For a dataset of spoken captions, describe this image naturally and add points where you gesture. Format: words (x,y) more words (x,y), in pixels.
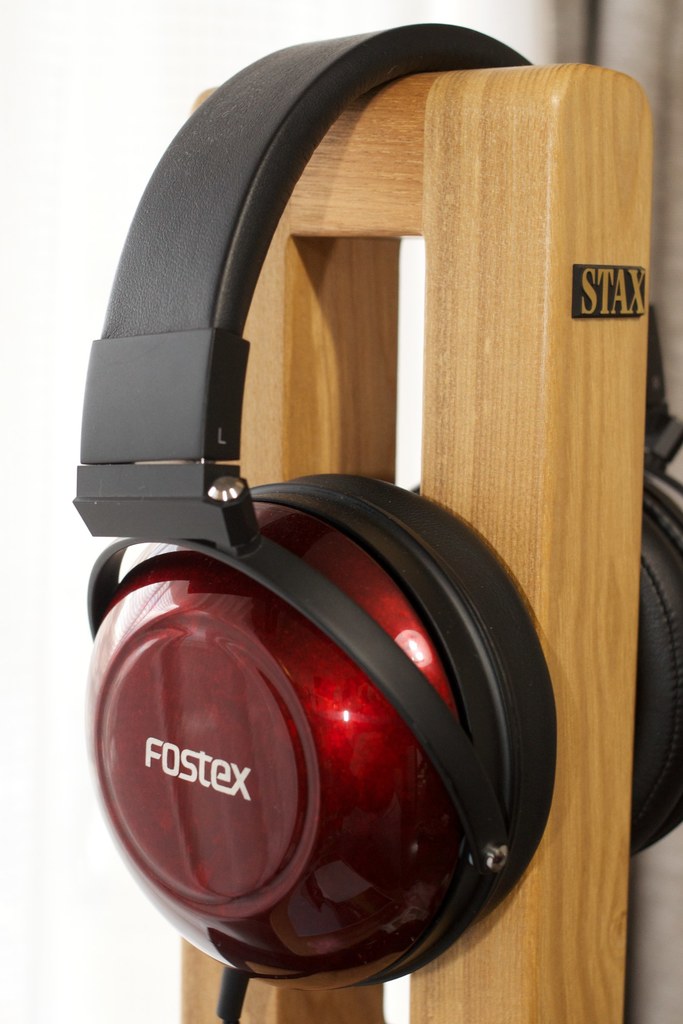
In the picture I can see headset (163,451) is placed on the stand (373,451).
